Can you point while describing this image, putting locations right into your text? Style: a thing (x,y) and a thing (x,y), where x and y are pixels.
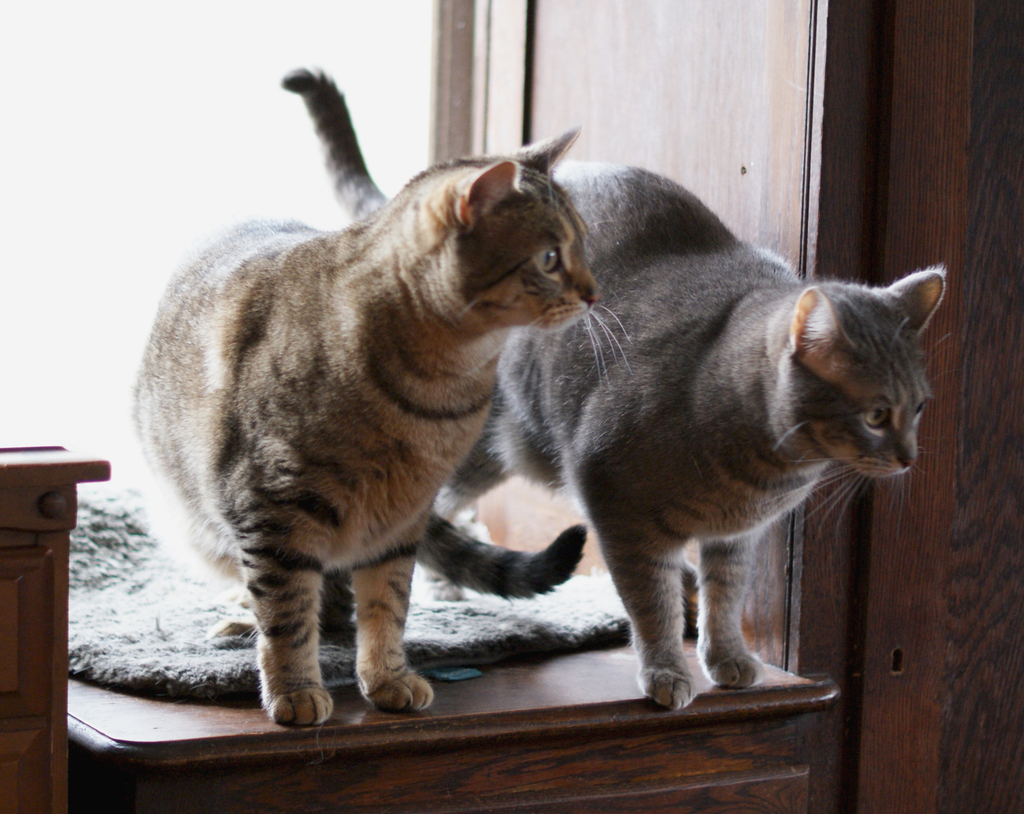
In this image, we can see two cats (399,575) on the wooden object (792,759). Here we can see some object (576,616). On the right side (967,312) and left side (23,603) bottom corner, we can see wooden objects (996,343).
